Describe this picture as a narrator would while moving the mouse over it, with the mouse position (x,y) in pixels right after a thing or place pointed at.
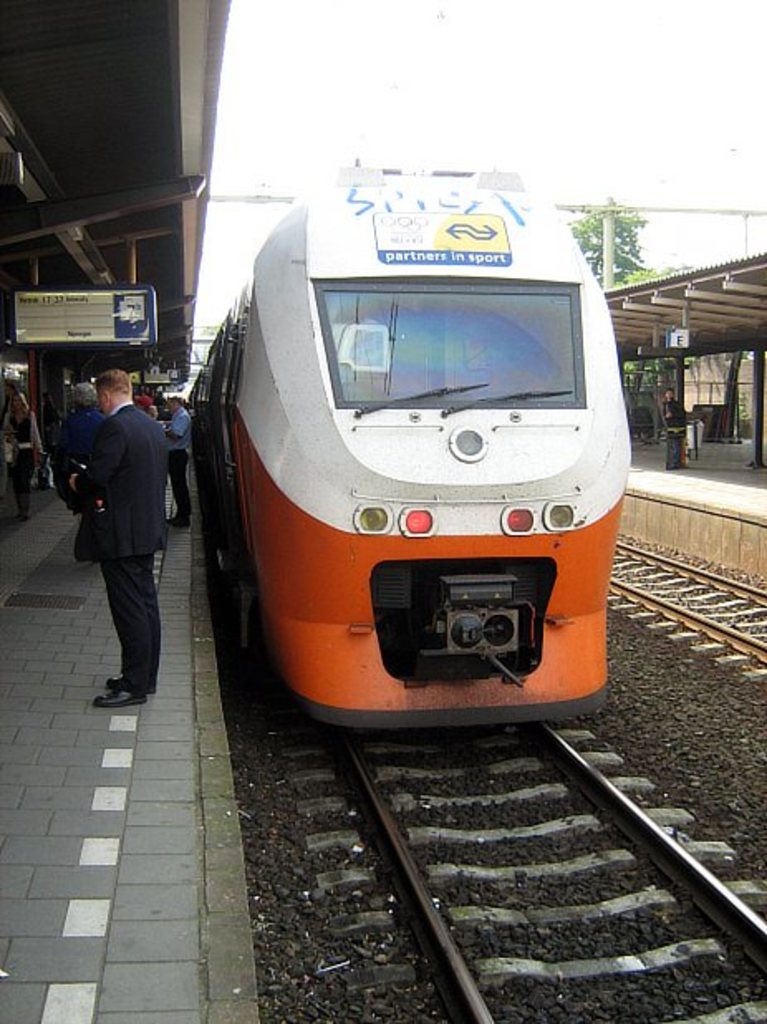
In this image there is a train (389,615) on one of the railway tracks (523,747), there are few people (152,621) on the platforms (142,774), few sign boards (148,313) hanging from the roof (98,274) of the platforms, poles (610,225), a tree (622,242).
